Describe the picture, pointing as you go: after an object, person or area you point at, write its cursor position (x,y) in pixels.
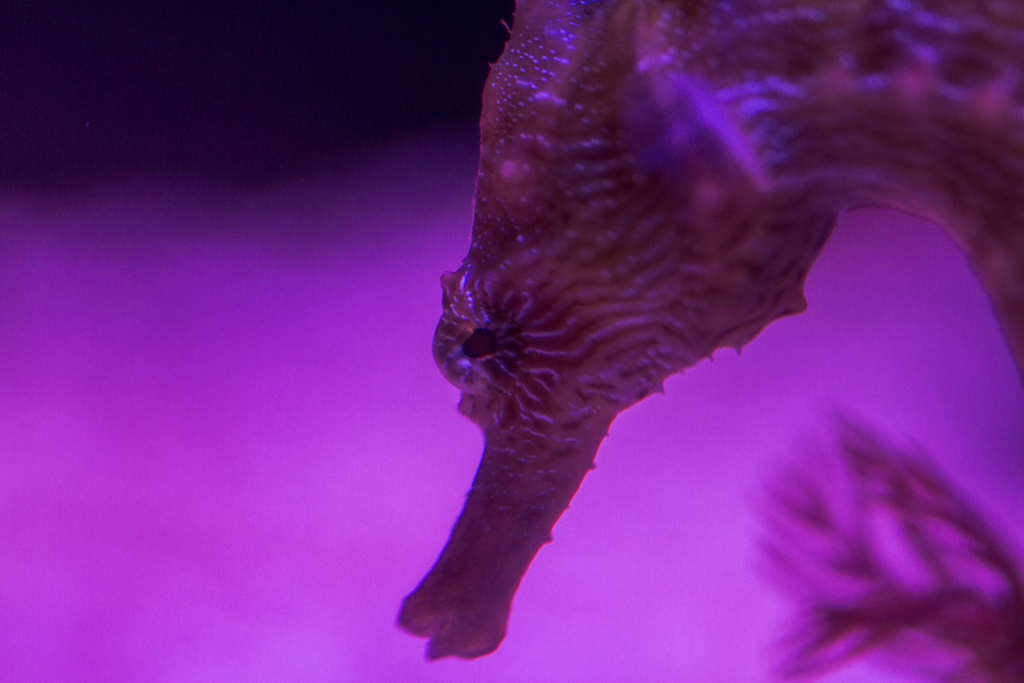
There is a seahorse (963,34). There is a pink light (218,434).
